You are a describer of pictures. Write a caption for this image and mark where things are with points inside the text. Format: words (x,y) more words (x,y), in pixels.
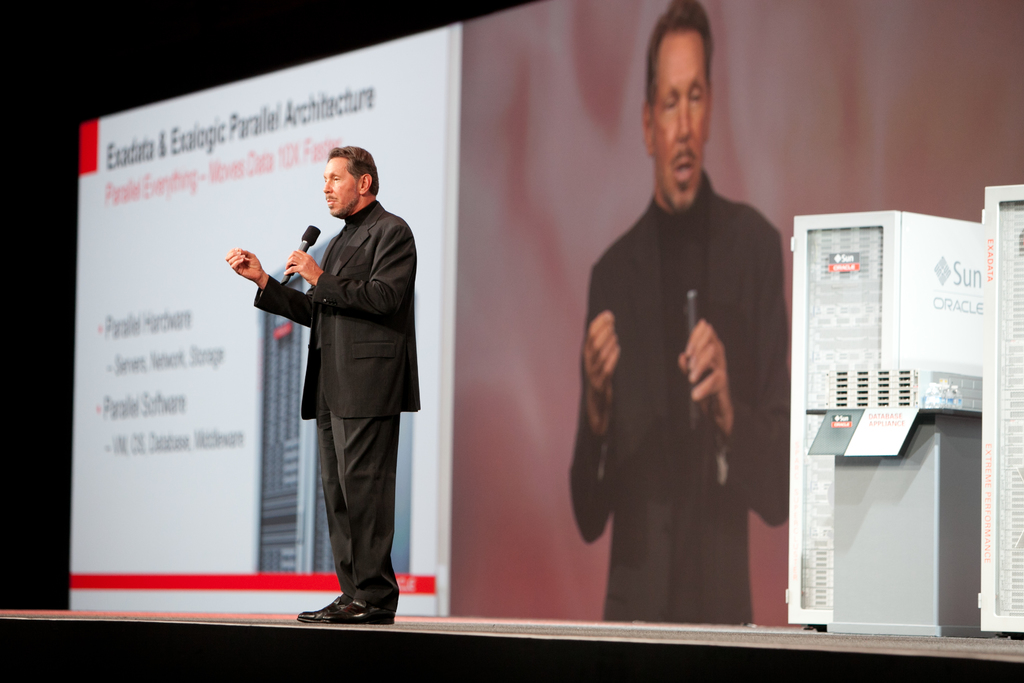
In this image there is a person (352,311) standing on the stage (554,656) by holding a mike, there are some objects (978,231) on the stage (563,670), and in the background (785,154) there is a screen (270,213).
